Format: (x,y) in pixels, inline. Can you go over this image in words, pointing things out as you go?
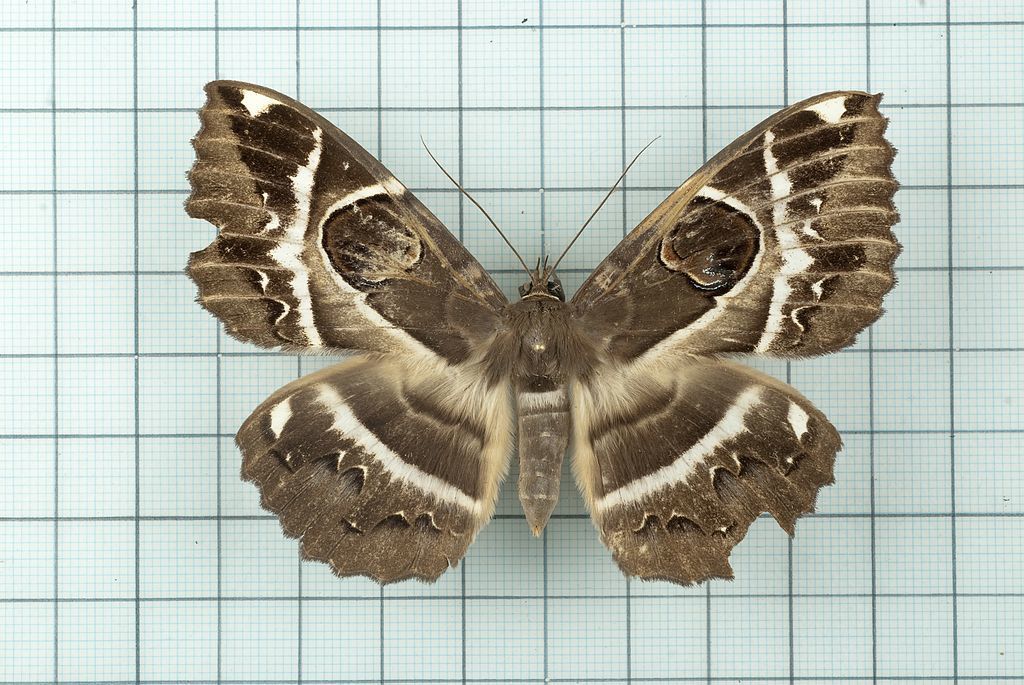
In this picture we see a brown butterfly (289,151) sitting on a white floor (511,92). The butterfly (355,256) has patches (296,226) of white and brown on it.
